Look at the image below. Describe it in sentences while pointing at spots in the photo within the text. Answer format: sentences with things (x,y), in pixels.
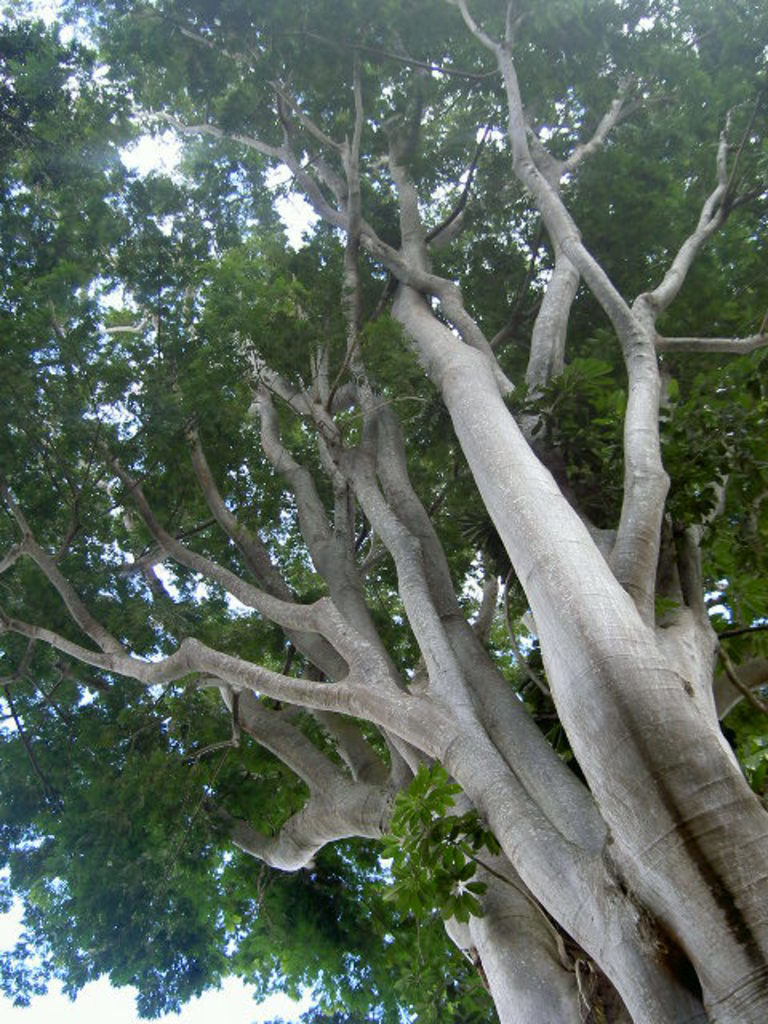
In this image I can see few trees (368,383).
